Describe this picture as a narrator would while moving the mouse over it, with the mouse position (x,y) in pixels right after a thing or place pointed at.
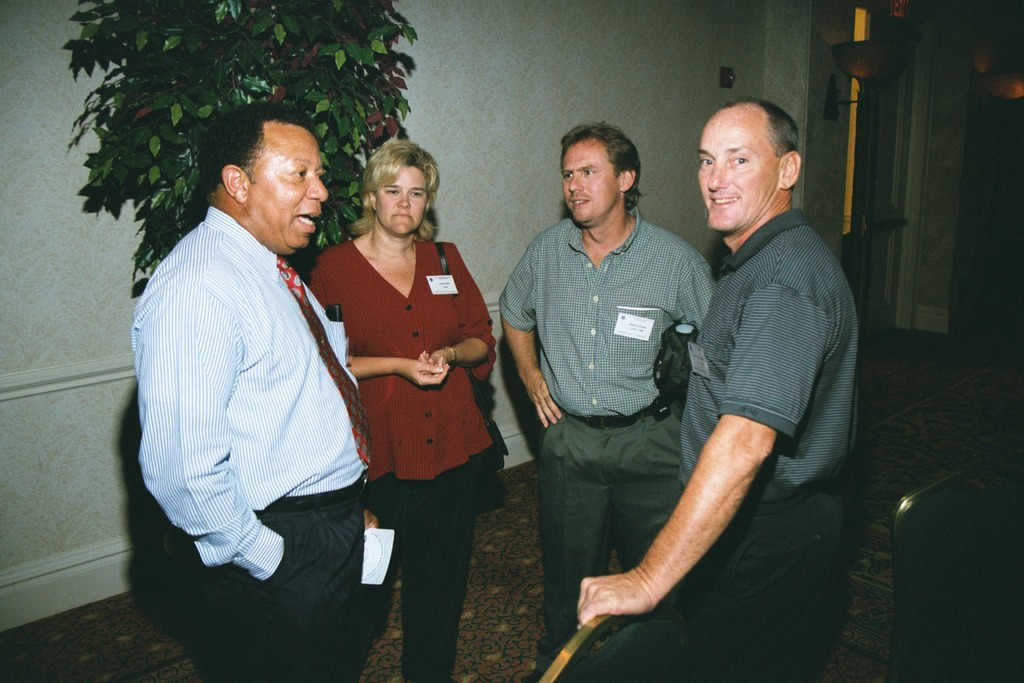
This image is taken indoors. At the bottom of the image (505,608) there is a floor (172,648) and there is an empty chair (616,640). In the background (837,214) there is a wall (771,67) with a door (892,169) and there is a plant (253,34) in the pot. In the middle of the image (442,328) a woman (408,344) and three men (552,285) are standing and talking to each other.
